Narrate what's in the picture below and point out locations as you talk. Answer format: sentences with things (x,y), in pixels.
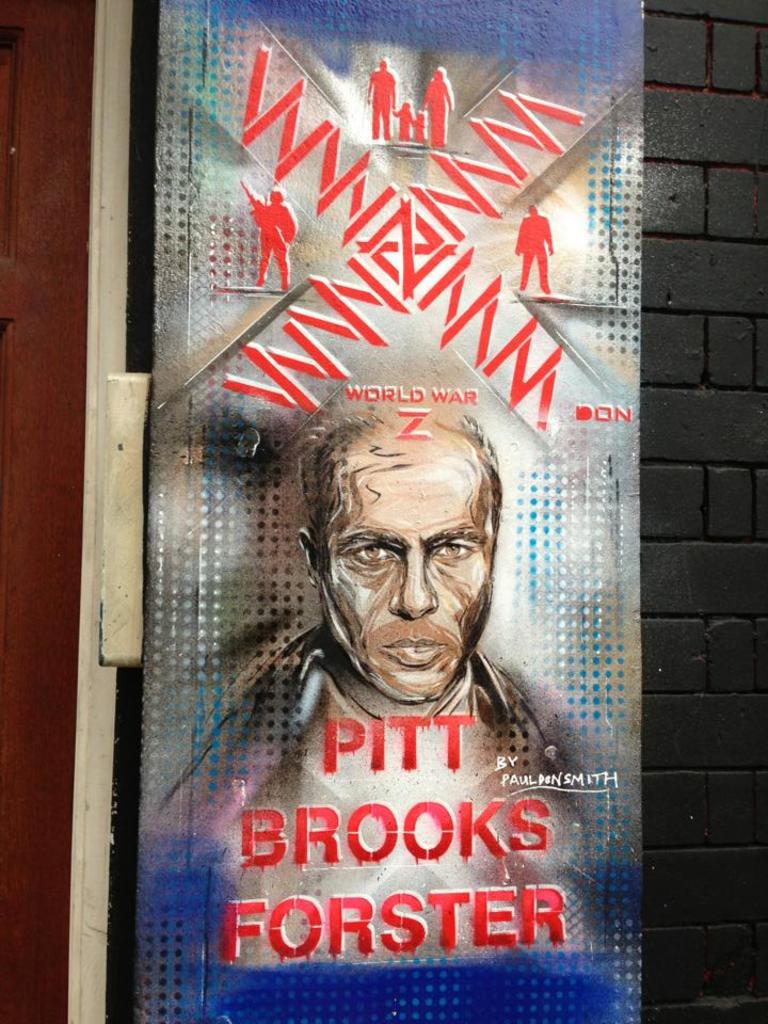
In this picture I can see there is a poster (386,362) and there is a painting (471,579) of a man (463,660) and there is something written on it. There are a few more pictures (396,302) on it and there is a brick wall (686,381) at the right side (724,132).
